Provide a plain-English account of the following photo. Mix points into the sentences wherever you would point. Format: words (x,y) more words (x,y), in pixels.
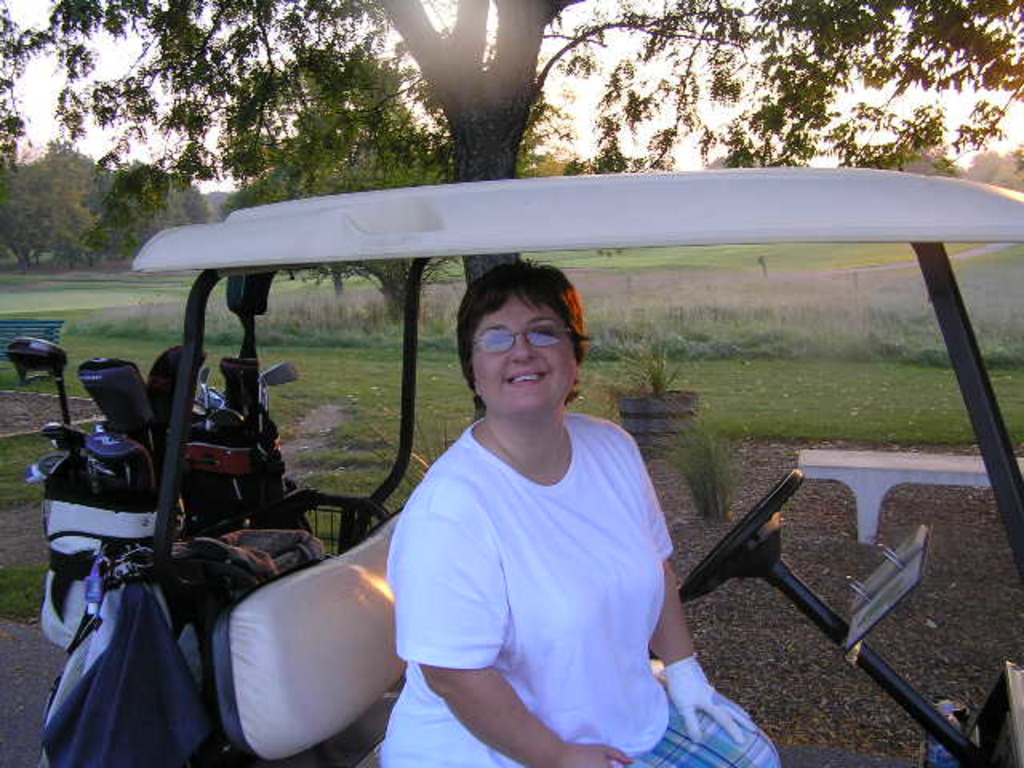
This picture is clicked outside. In the foreground (285,585) we can see a woman (540,519) wearing white color t-shirt (536,563), smiling and sitting in the vehicle (804,593). On the left (195,498) we can see golf bags (248,436) with clubs (202,395) on the vehicle (175,427). In the background (345,394) we can see the green grass (856,374), plants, bench (50,333) and the trees (315,132) and we can see the sky (606,81).
